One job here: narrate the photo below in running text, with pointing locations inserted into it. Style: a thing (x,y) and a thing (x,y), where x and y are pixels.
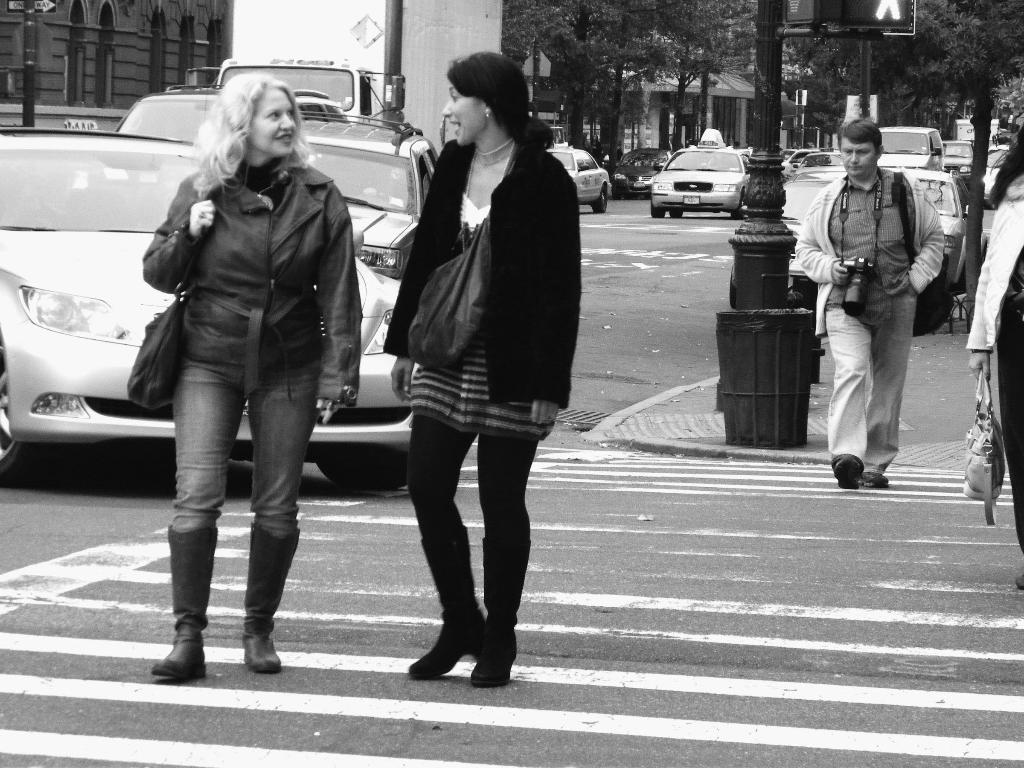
It is a black and white picture of vehicles (365,380) on the road (643,311). Image also consists of trees (670,75), poles (776,70) and buildings (161,63). There are four persons (1014,171) walking on the road (705,651).
